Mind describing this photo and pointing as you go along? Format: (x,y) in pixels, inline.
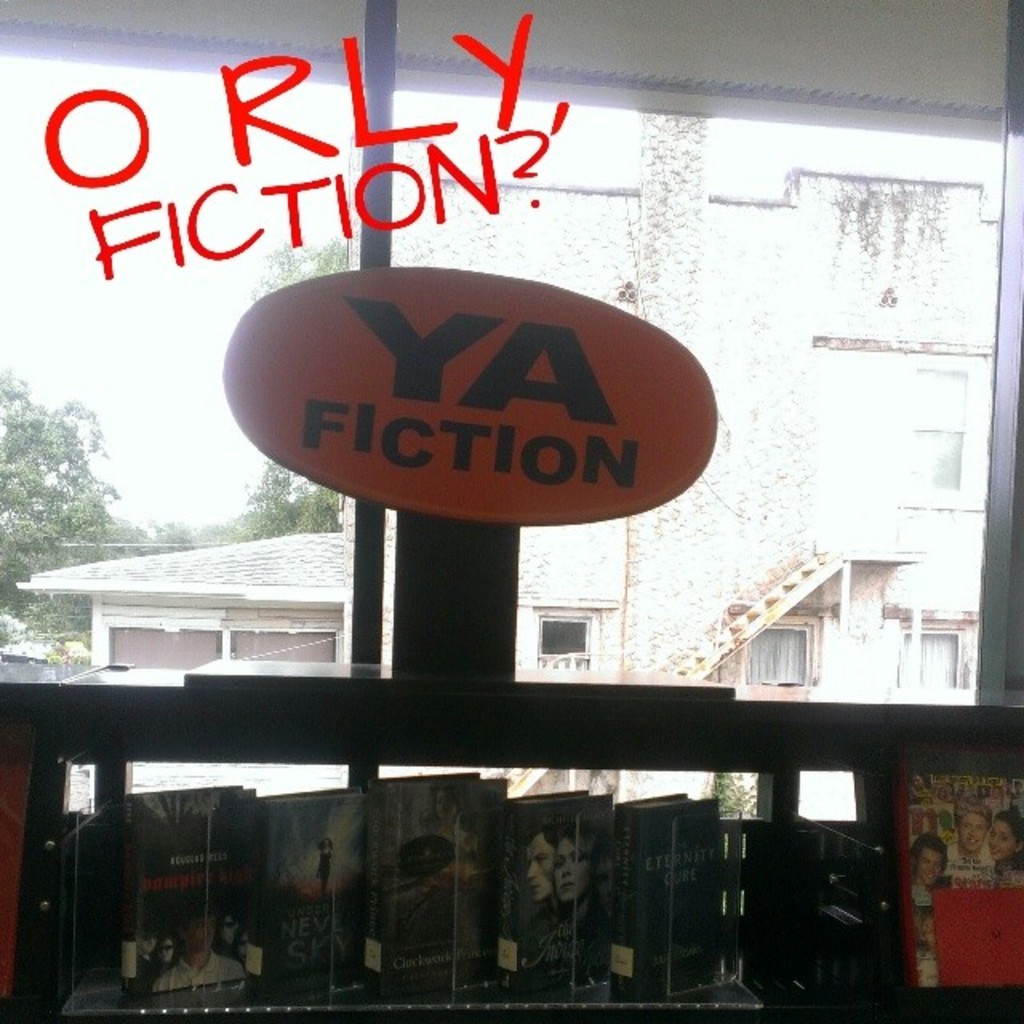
In this image, we can see a shelf (238,694) with some objects (420,858) like books (478,866). We can also see some glass (128,362) and a board (470,344) with some text (551,330). We can see some houses (681,623), trees (183,537). We can also see the sky (136,373). We can see some text (514,61) written on the image.
